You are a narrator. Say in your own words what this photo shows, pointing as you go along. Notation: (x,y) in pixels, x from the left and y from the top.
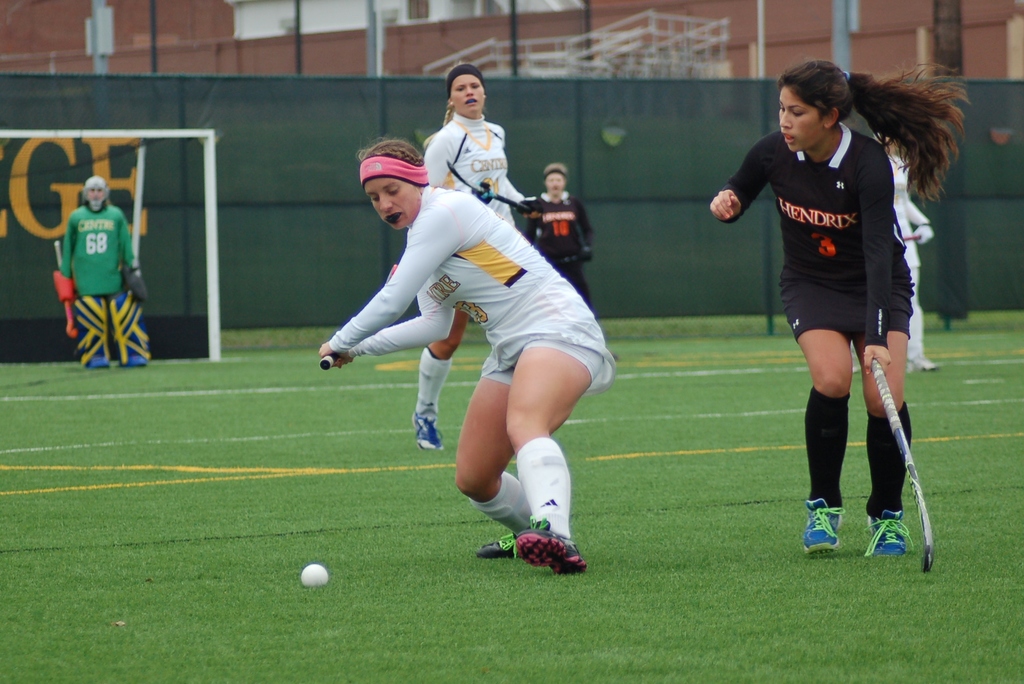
In this image, we can see a group of people (505,458) are playing hockey and holding sticks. Here there is a white ball (314,577) on the grass (330,585). Background (295,164) there is a cloth (221,182), rods (206,153), pole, wall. In the middle (549,275), a woman (535,266) is trying to hit a ball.
